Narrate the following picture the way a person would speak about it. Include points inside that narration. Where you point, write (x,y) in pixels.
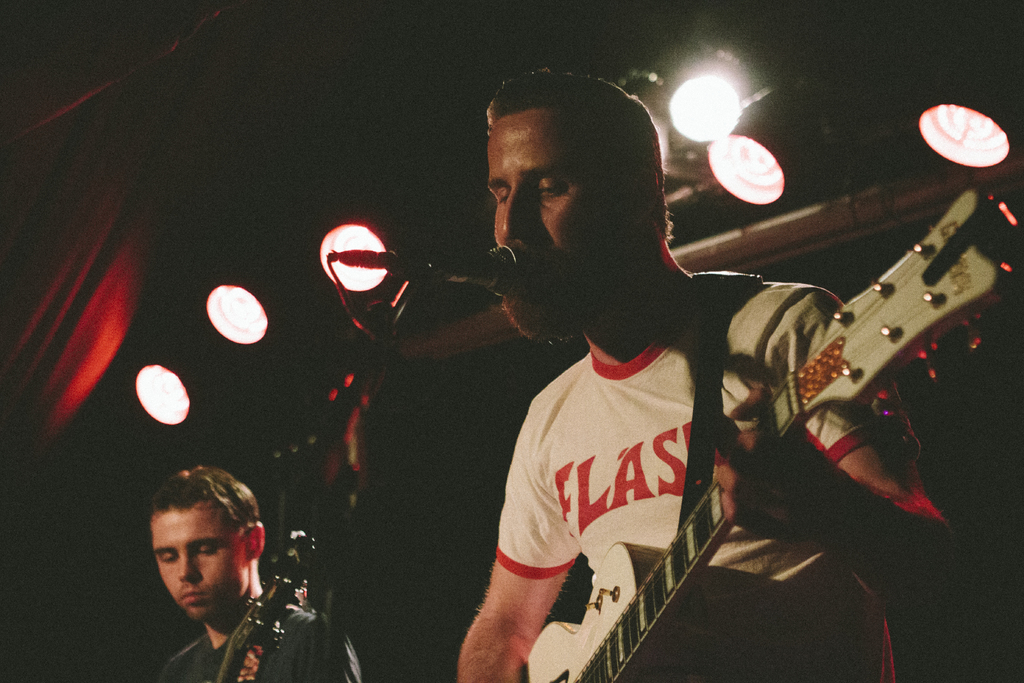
In the image we can see there is a man (581,386) who is holding guitar (695,542) in his hand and another man (236,599) is also holding a guitar (262,625) in his hand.
